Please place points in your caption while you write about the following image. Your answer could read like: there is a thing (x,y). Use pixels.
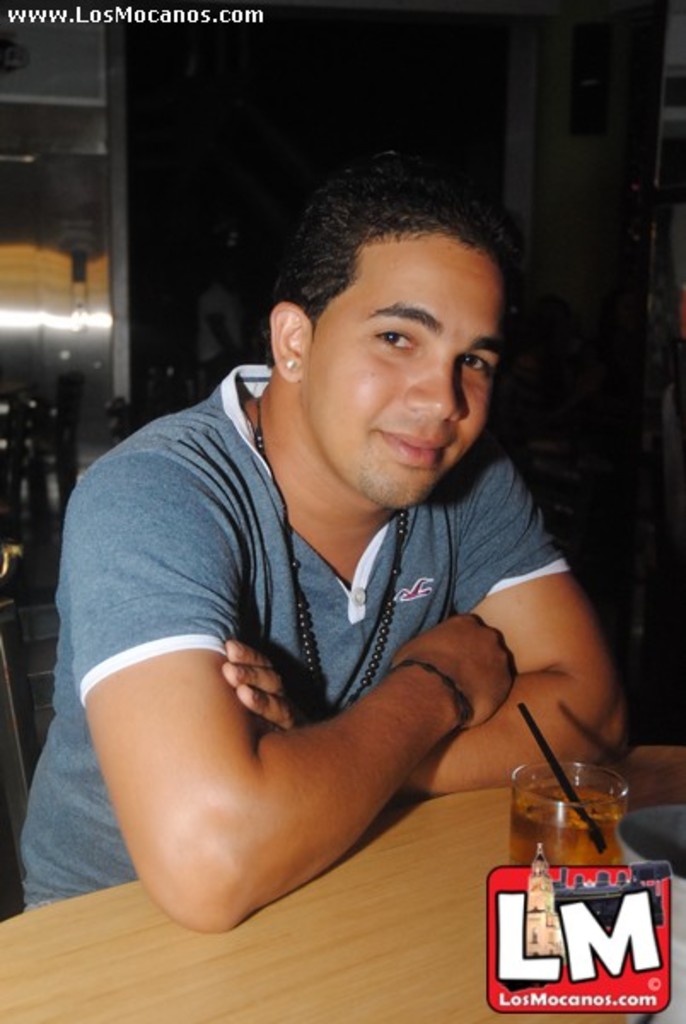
In the image we can see there is a man (292,566) sitting on the chair (27,613) and there is a juice glass (560,798) kept on the table (434,893). There is a stick (599,840) kept in the glass (594,801) and the man (556,742) is wearing beads chain (299,582) around his neck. Background of the image is dark.
